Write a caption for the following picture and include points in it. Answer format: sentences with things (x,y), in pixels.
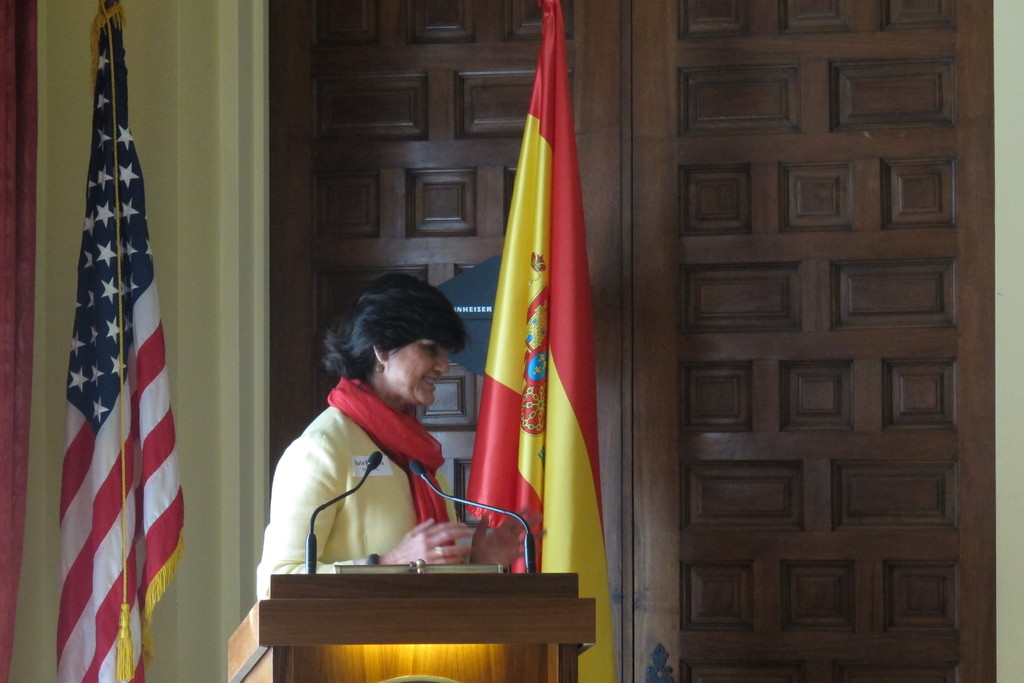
In this image there is a lady (377,416) standing near a podium (400,615), on that there are mike's (328,504), in the background (582,349) there are flags (538,357) and a wall (201,185) and a wooden door (892,5).
